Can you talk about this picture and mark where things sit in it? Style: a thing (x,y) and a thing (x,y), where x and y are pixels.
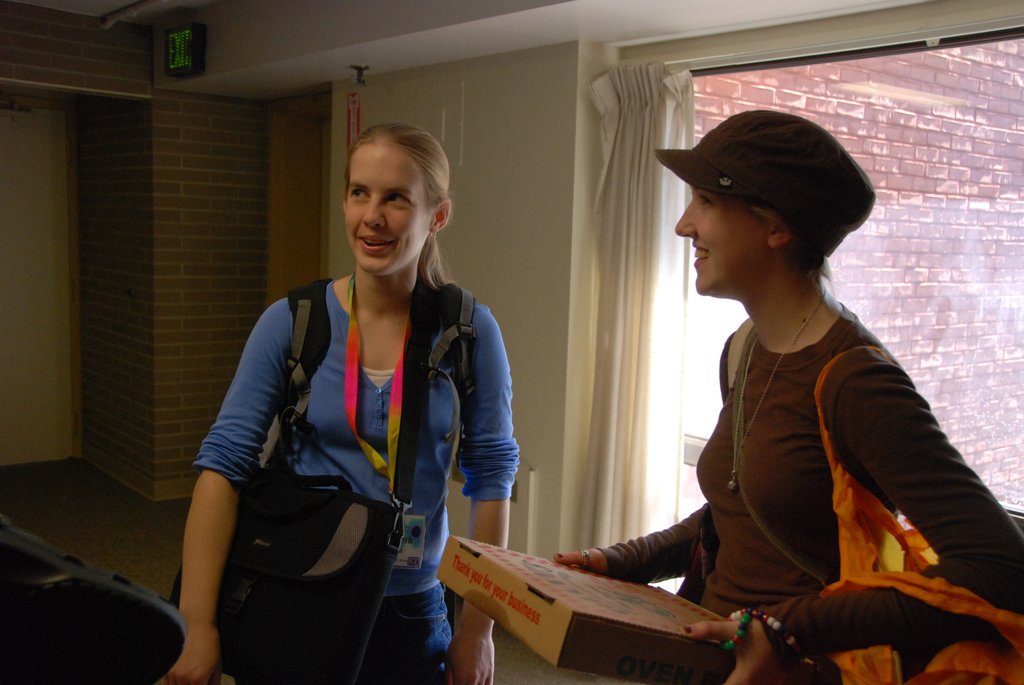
On the right side of the image (756,350) a lady (759,427) is standing and holding a box (606,583) and carrying a bag (836,528) and wearing a hat (755,200). On the left side of the image (292,531) a lady (332,386) is standing and carrying a bag (243,533). In the background of the image (129,326) we can see a signboard (180,67), curtain (641,108), window (890,161), wall (508,161) are present. At the bottom of the image (97,533) floor (111,514) is there. At the top of the image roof (102,14) is present.
